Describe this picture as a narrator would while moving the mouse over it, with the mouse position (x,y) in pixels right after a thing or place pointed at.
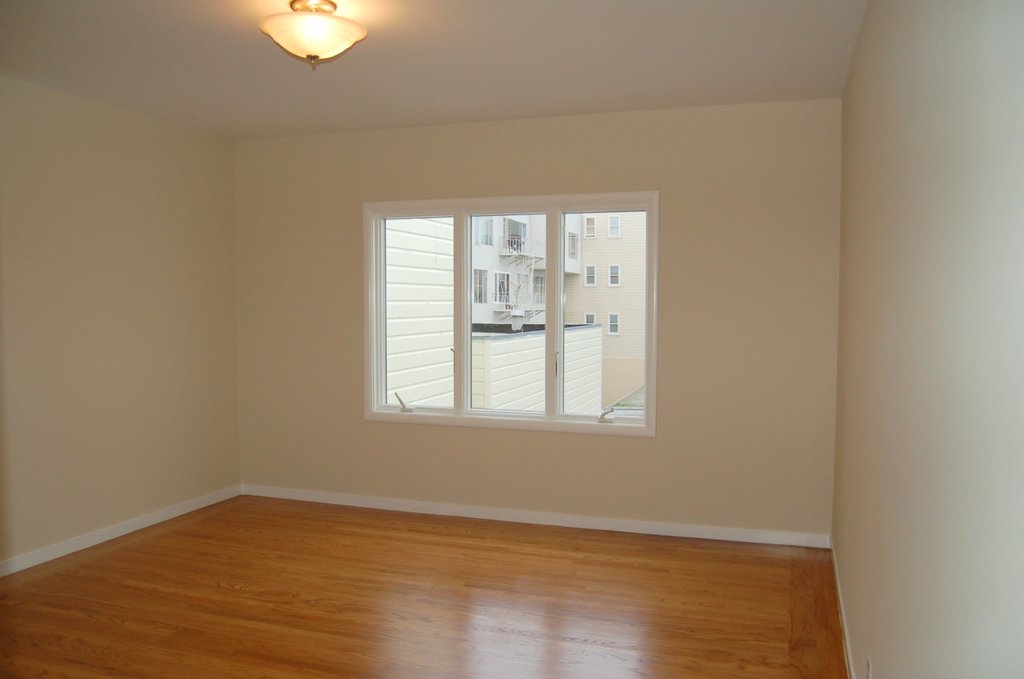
This image is clicked in a room (400,179). In the front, we can see a window (553,263). At the top (266,24), there is a light (327,27) fixed to the roof (386,12). At the bottom (715,634), there is a floor (342,591). On the left (103,301) and right, there are walls (71,299).
